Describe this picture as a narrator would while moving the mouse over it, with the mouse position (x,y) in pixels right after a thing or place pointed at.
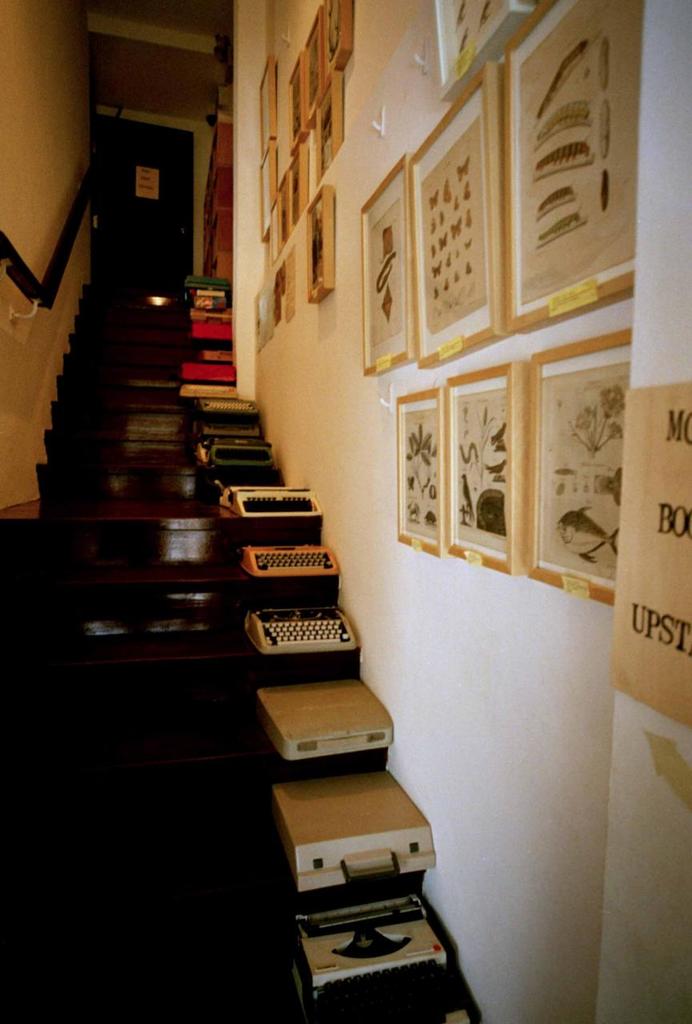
In this image we can see stairs (156,836). To the right side of the stairs (104,565) machines (352,976) are there. Right side of the image (559,751) wall (446,646) is there, on wall (352,215) frames (484,217) are attached. Left side of the image (20,288) railing (75,232) is there. Background of the image (152,207) one door (164,184) is present.
